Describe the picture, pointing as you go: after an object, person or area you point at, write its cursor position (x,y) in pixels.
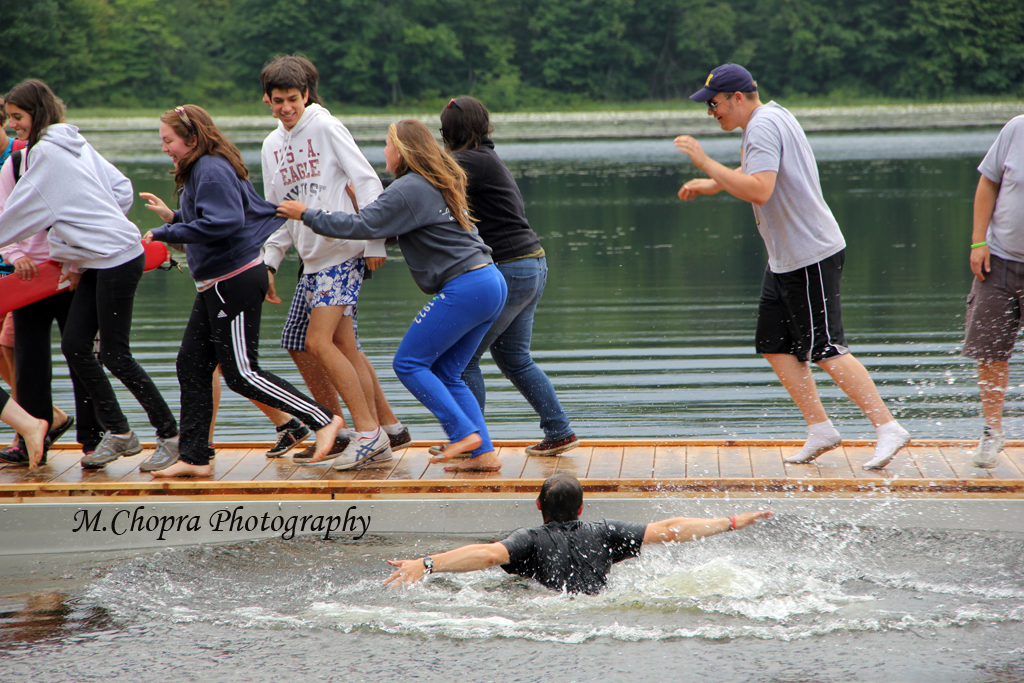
In this picture there are people (809,219) walking on the surface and there is a person (549,515) in the water (543,606) and we can see text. In the background of the image (532,63) we can see grass (854,96) and trees (804,80).
